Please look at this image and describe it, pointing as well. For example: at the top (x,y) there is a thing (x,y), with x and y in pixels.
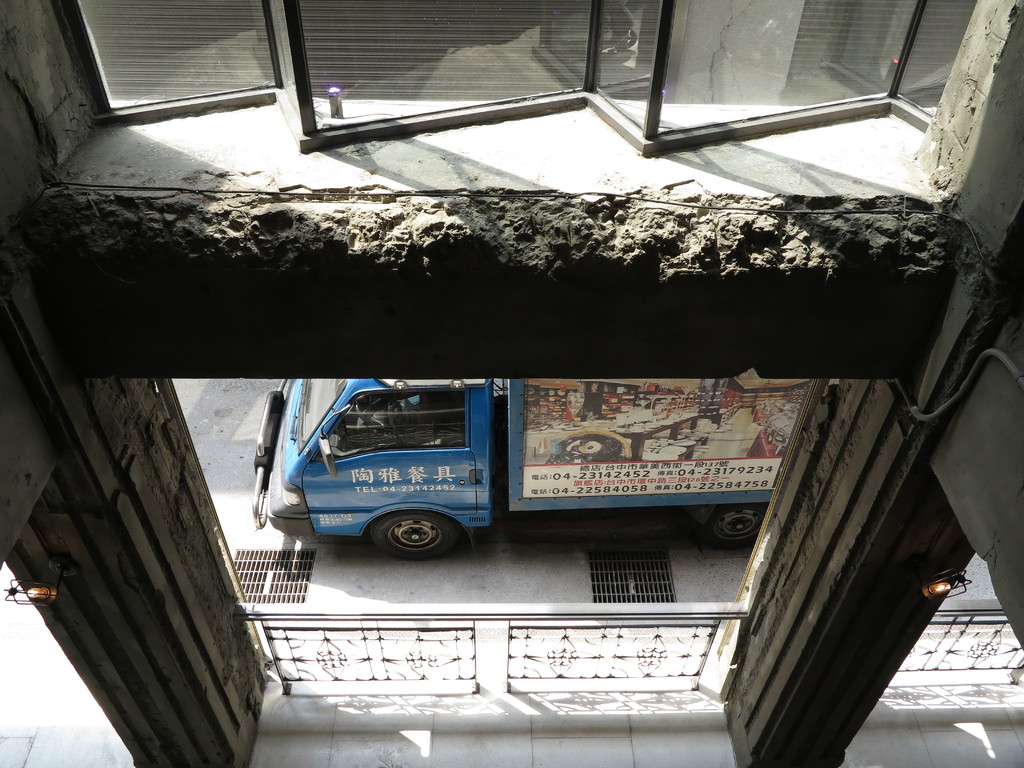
In this image we can see the pillars (829,542) of a building (153,293) and we can see glass windows (669,96) and railings (280,615). Behind the building (55,161) there is a vehicle (550,431). On the vehicle (644,482) we have a banner (670,470) with text (685,472) and image (570,443).
